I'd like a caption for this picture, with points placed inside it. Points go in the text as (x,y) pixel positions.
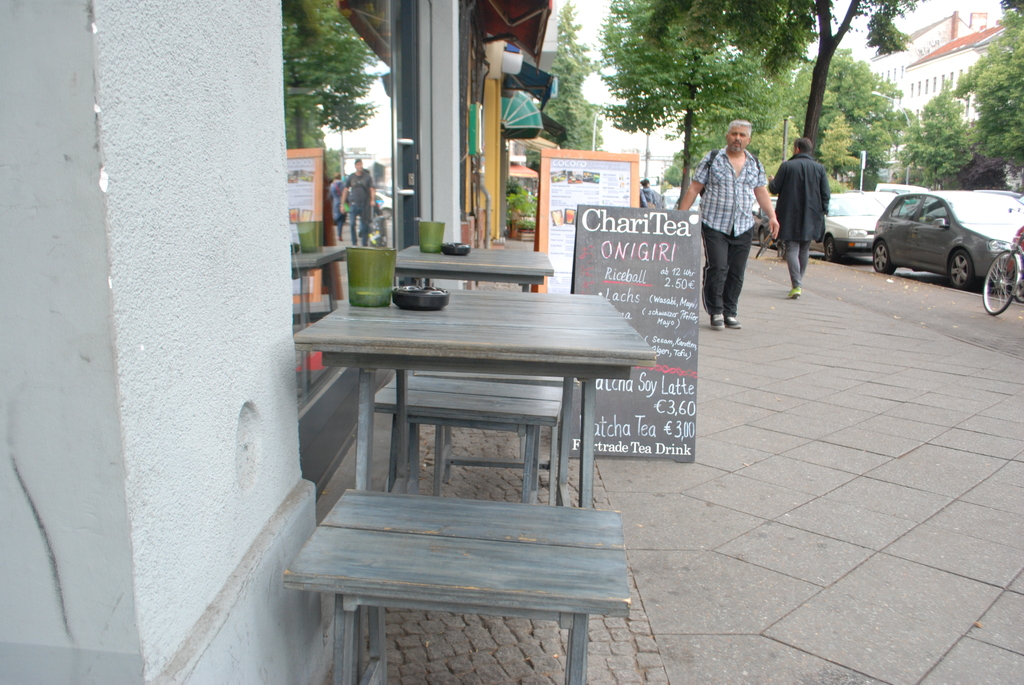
In this image i can see few people (734,181) walking on the street (831,271), few vehicles (831,222), few boards (632,248) and benches (452,371) with glasses (359,281) on them. In the background (749,44) i can see trees (719,70), buildings (948,78), sky (598,24) and few poles (599,114).
